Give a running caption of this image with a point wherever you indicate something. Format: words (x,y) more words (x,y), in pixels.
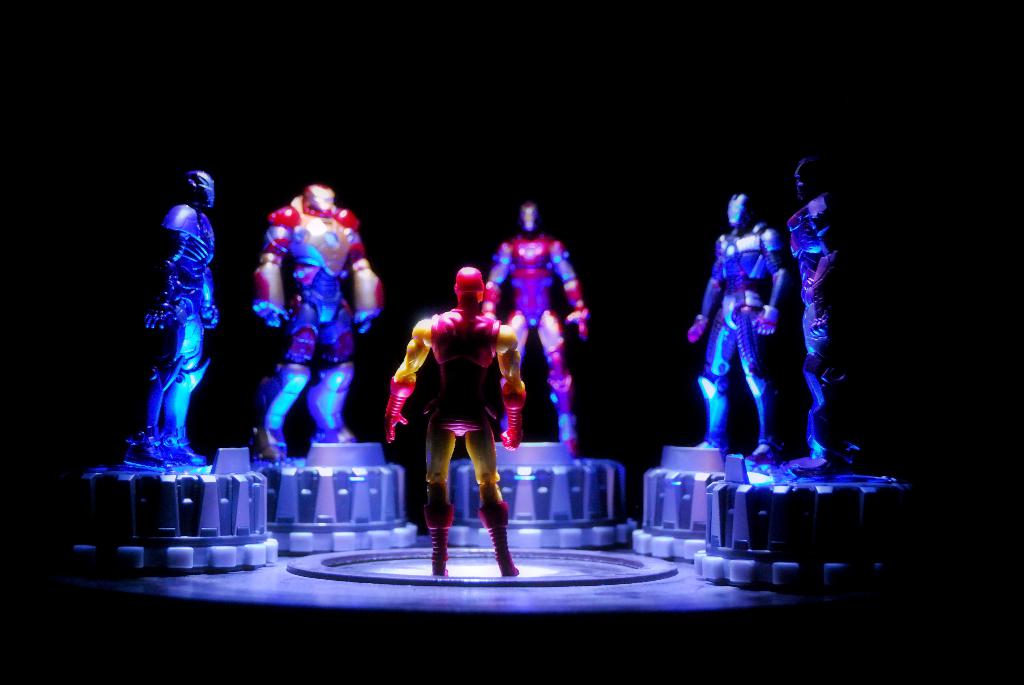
In this image we can see few toys (521,315). There is a dark background (637,377) in the image.
